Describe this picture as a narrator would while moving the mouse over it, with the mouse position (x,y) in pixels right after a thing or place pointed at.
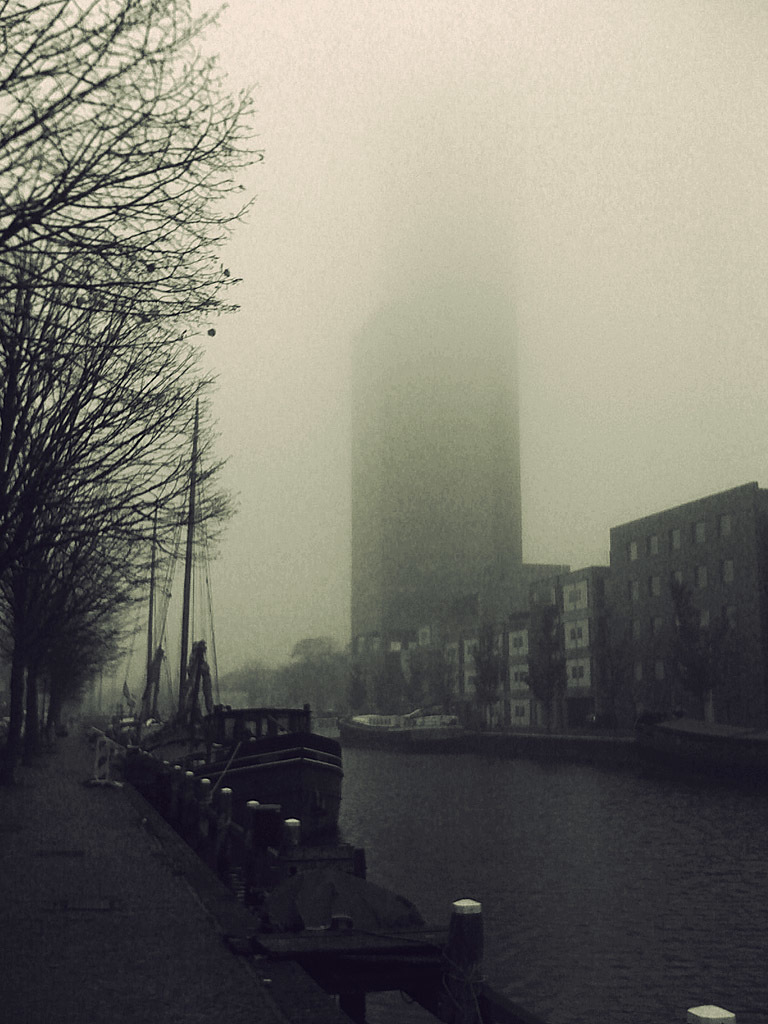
In this image I can see few buildings (741,574), trees (148,386), fencing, sky (324,124) and few ships (321,784) on the water surface (605,788).
